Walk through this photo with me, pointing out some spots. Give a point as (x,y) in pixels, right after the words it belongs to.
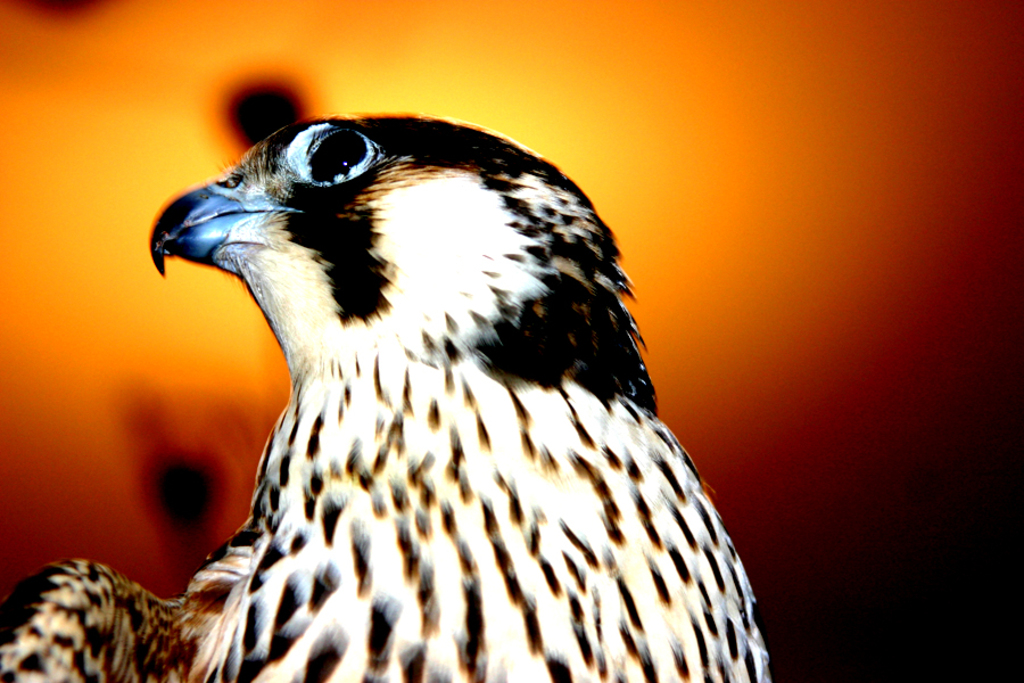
In this image we can see a bird (432,515) which is truncated. There is an orange color background (616,123).
